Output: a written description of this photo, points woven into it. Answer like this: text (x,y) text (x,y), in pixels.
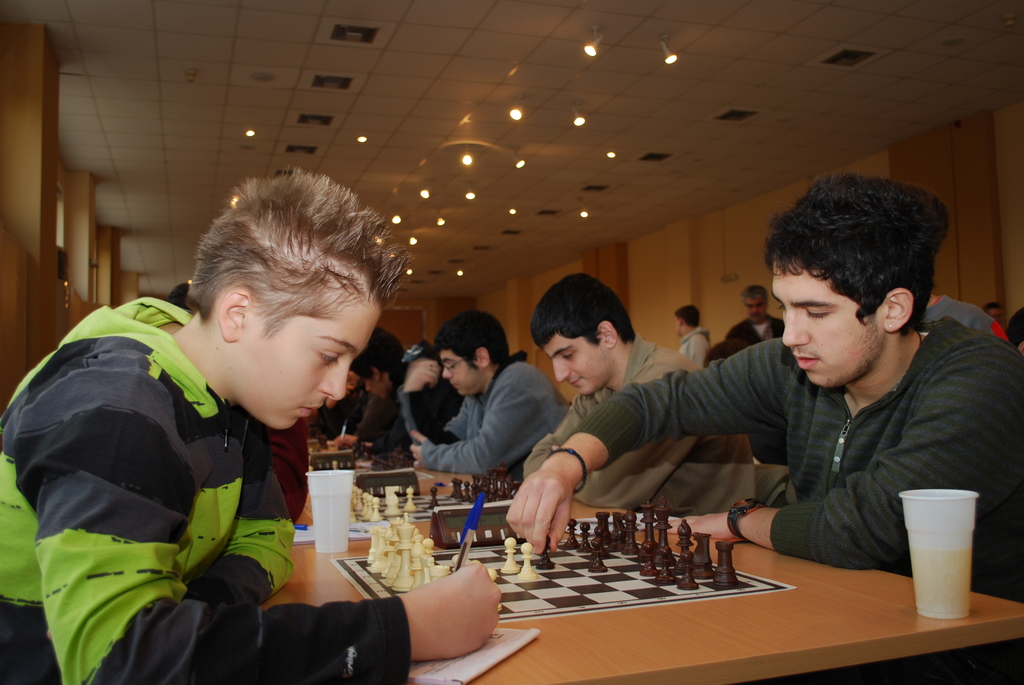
Few persons (995,522) sitting on the chair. These two persons (773,323) standing. We can see table (722,599). On the table (713,614) we can see chess board (564,554), cup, pen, paper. On the background (679,267) we can see wall (700,260), On the top we can see lights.
